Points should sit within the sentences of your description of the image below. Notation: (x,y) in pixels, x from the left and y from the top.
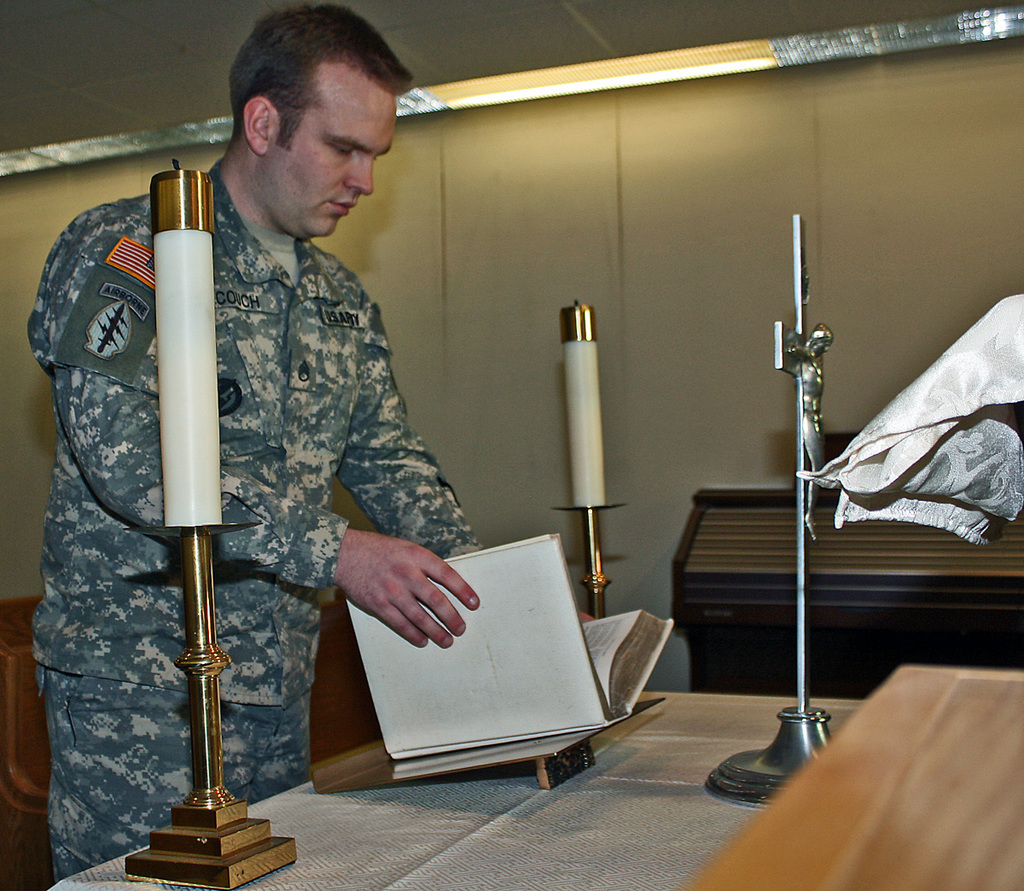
In the center of the image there is a table (616,796). On the table (618,770) we can see cloth (465,787), book (518,697), stands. On the left side of the image (316,354) a man (243,321) is standing and holding book (481,624). On the right side of the image (937,386) we can see cloth (933,468). In the background of the image (605,362) we can see a wall (434,278). At the top of the image (434,50) we can see roof (544,45) and lights (724,52). On the left side of the image (35,704) we can see a chair (31,687).
